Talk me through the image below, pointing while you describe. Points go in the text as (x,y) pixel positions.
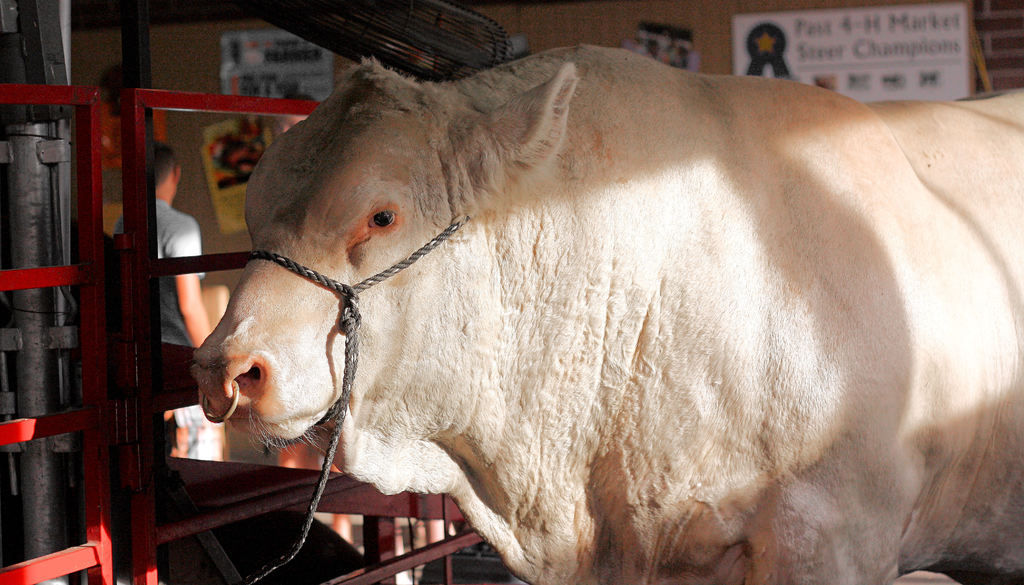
In this image we can see an animal (614,311), beside the animal (270,211) there is an iron fence (212,257) and in the background (789,47) there is a person (189,227) standing and a wall (177,121) with posters (232,194).
